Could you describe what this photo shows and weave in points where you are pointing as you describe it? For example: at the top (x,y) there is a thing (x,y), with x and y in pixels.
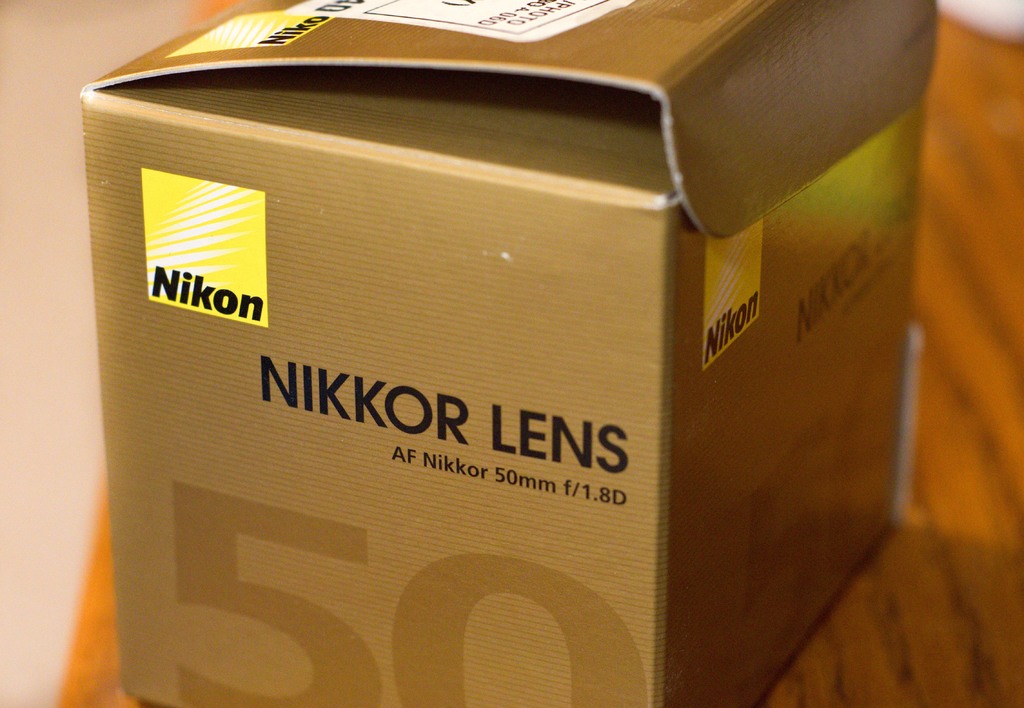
In this image we can see a box (275,562) on a wooden surface (885,600). On the box (494,404) there is text (556,431). Also there are logos (233,32) on the box (652,253).
